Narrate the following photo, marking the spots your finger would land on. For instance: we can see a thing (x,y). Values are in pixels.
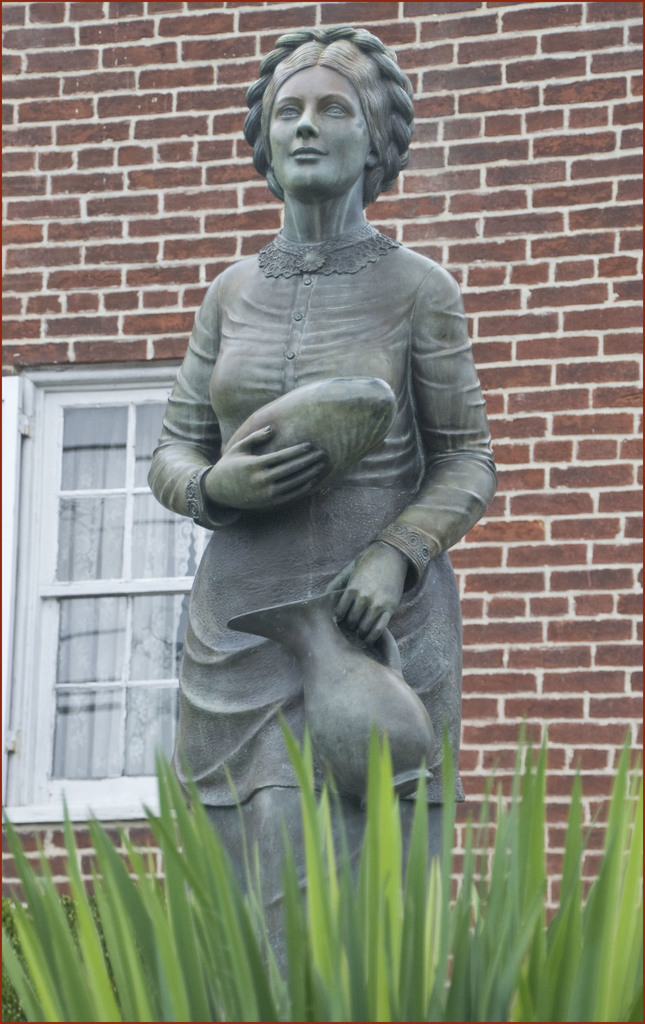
In the background (99,525) we can see window (76,612) and the wall (555,239). In this picture we can see a statue (292,787) holding objects (332,442). At the bottom portion of the picture (368,969) we can see a plant (548,982).
